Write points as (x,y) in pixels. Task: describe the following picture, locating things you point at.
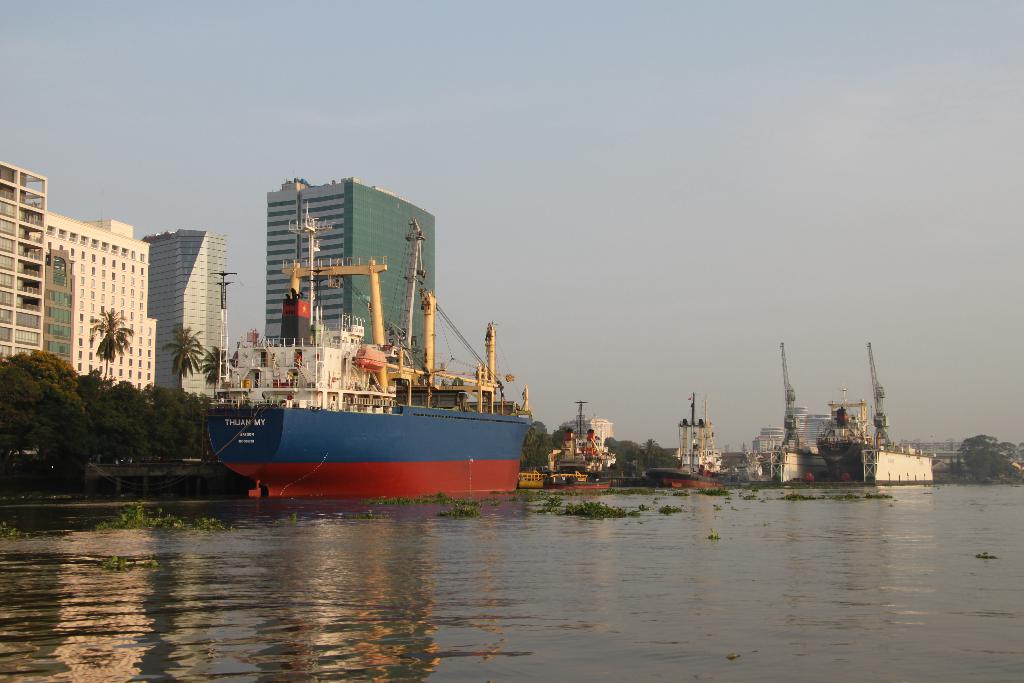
In the center of the image (477,406) we can see boats (262,424) are present. In the center of the image (381,274) there is a buildings (402,257), trees (183,418) are present. On the right side of the image (786,399) towers (871,357) are there. At the bottom of the image (675,599) water (629,571) is present. At the top of the image (653,159) sky (596,266) is there.
